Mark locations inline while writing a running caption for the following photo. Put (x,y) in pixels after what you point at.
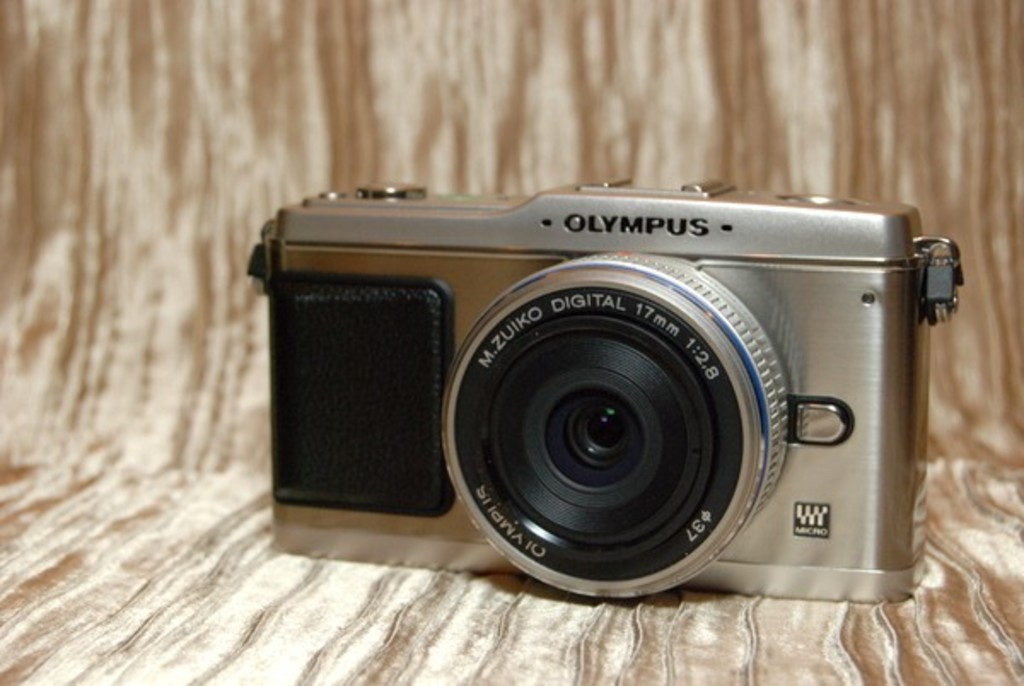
In this image I can see a camera (776,478) on the brown color cloth (439,577).
